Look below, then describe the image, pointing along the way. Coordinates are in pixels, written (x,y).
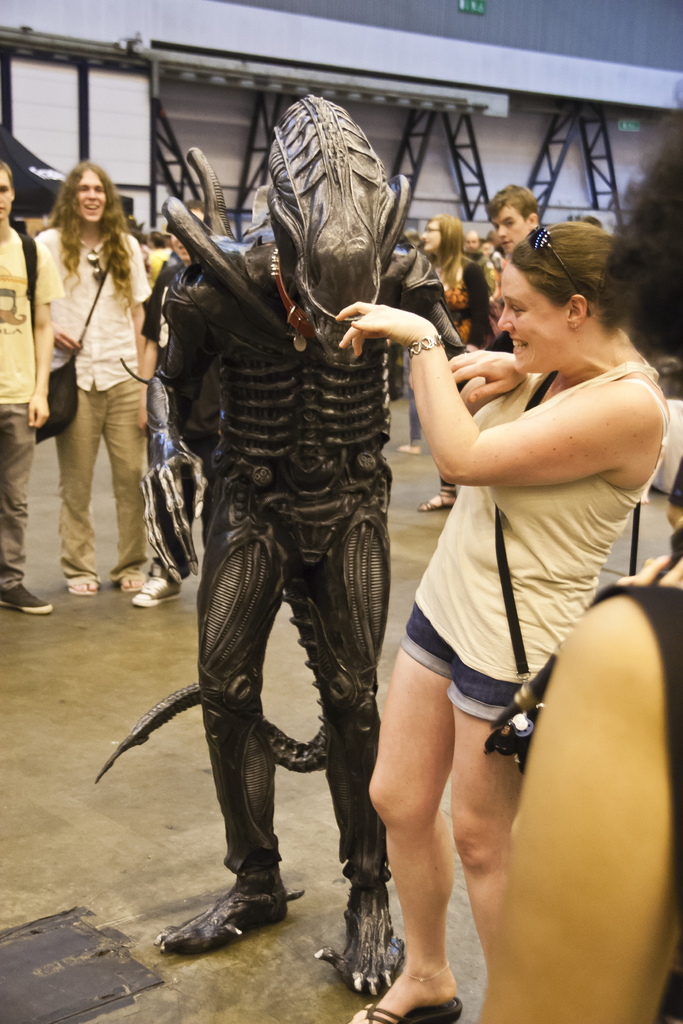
This picture describes about group of people (297,517), in the middle of the image (318,461) we can see a person (231,580) wore costume (346,626), in the background (609,162) we can see few metal rods (471,144).
